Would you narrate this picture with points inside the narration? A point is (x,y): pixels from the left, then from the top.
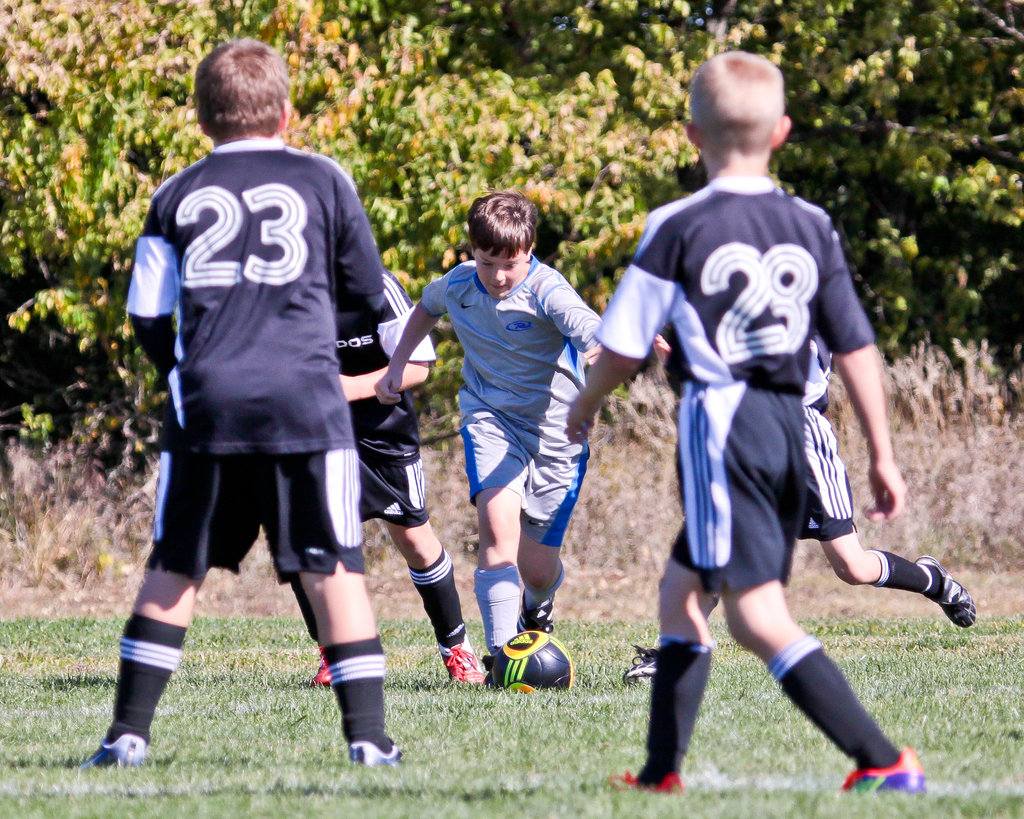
Five boys (405,417) are playing football in the ground (496,739). Ground (238,760) is full of grass (556,702). in the background (487,59) there are some trees (302,60). There is a football (519,670) on the ground (505,701).
